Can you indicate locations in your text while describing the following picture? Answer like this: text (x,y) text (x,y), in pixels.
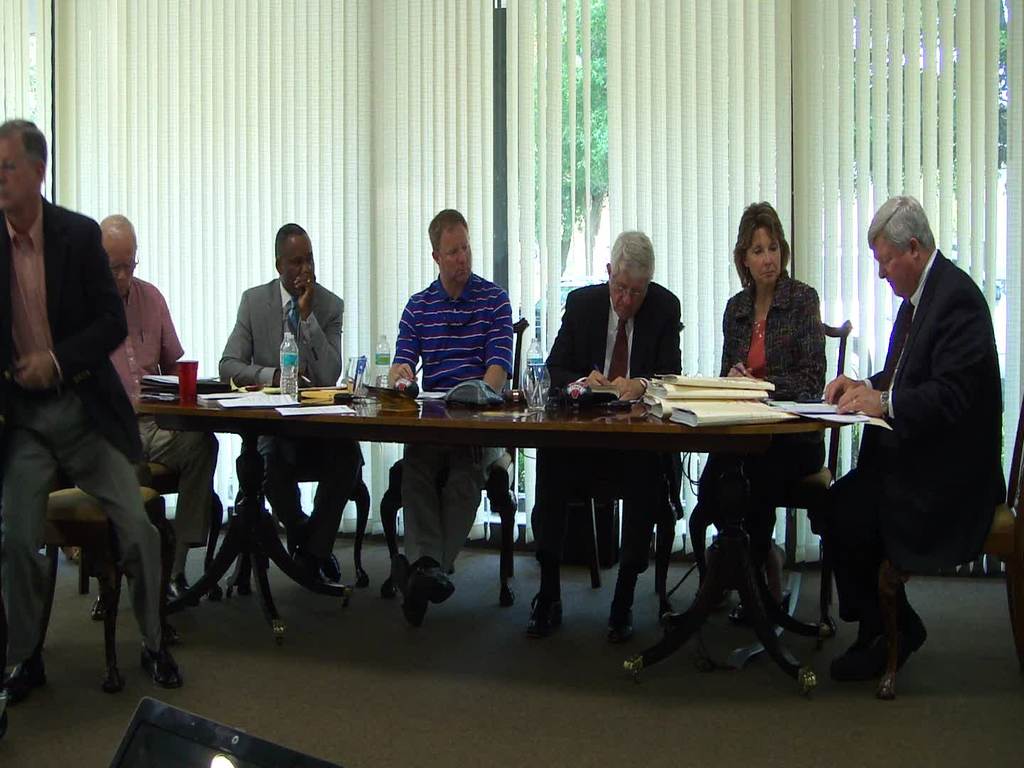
In the image there is a table (504,414) and there are some papers (439,392), bottles (382,381) on the table (449,421) in front of the table (417,414) there are total six people (914,319) sitting and discussing something in the background (583,155) there is a curtain (638,79) and a window (600,69).
